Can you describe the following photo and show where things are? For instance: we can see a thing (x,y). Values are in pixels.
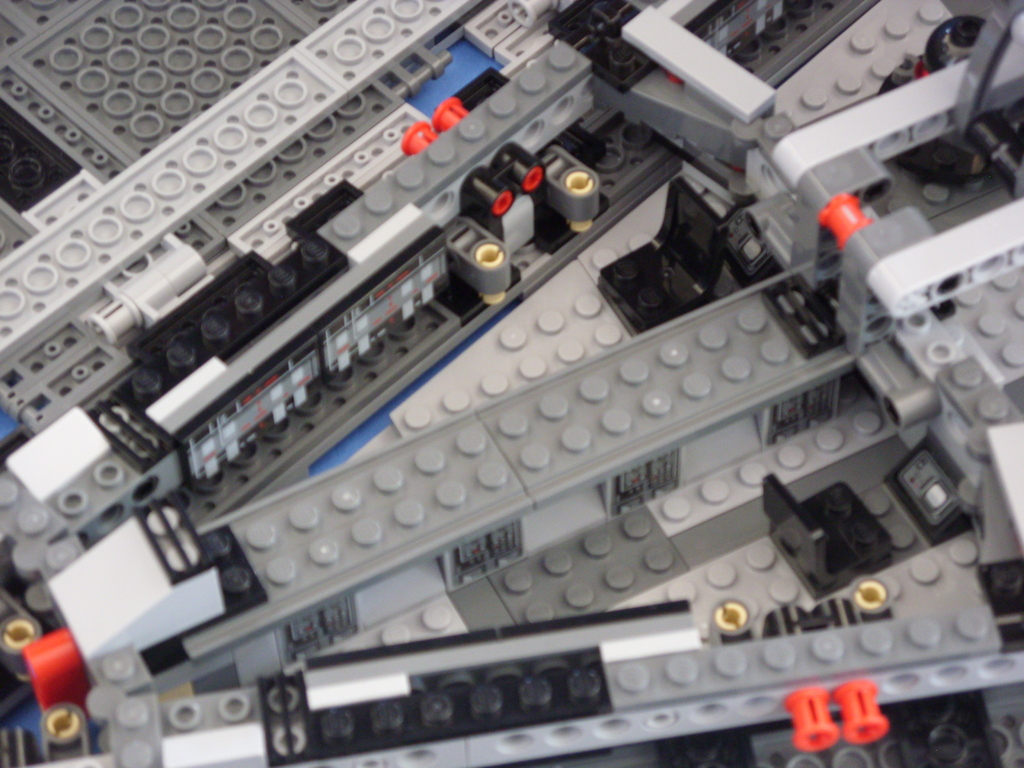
In the center of the image (581,425) there are lego toys (424,362).
